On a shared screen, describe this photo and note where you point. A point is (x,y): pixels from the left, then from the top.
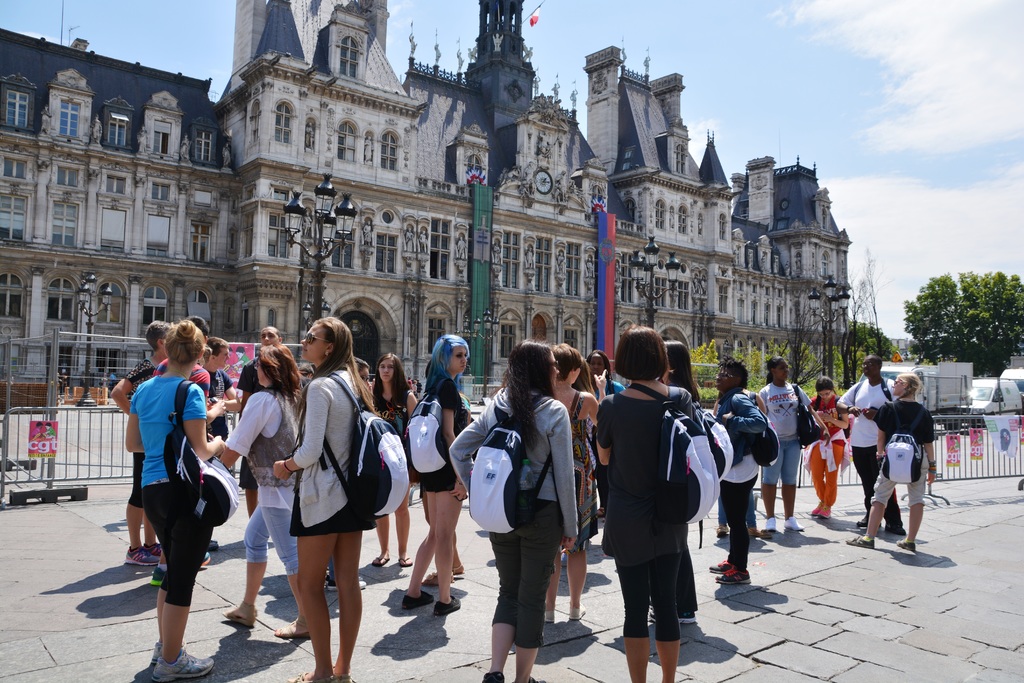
In the center of the image (569,442) we can see some people (568,555) are standing and wearing bags (512,448). In the background of the image (57,177) we can see a building (697,286), windows (665,298), poles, lights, trees (926,309), barricades (993,475), vehicles (954,398), posters (971,447), road (14,424). At the bottom of the image (940,545) we can see the pavement (971,643). At the top of the image (734,120) we can see a flag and clouds (919,16) in the sky (1022,144).
